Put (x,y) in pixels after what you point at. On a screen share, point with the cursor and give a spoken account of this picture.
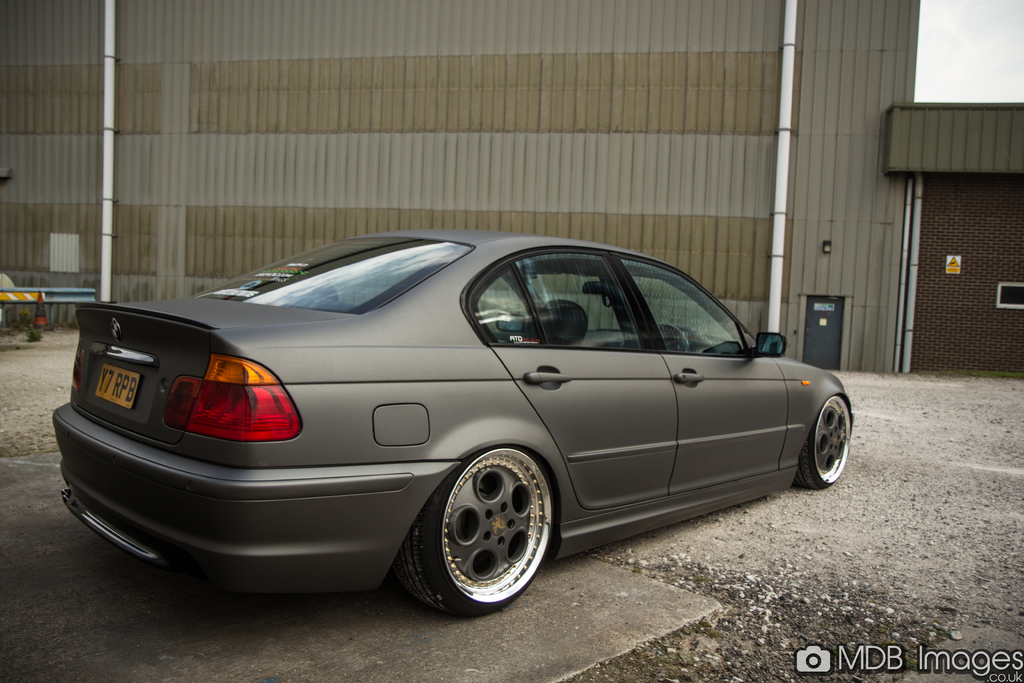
In this image I can see a car (683,381) on the ground (843,553). In the background (663,165) there is a wall (663,165) and two poles (790,66). In the top right (945,47) I can see the sky (946,72).
